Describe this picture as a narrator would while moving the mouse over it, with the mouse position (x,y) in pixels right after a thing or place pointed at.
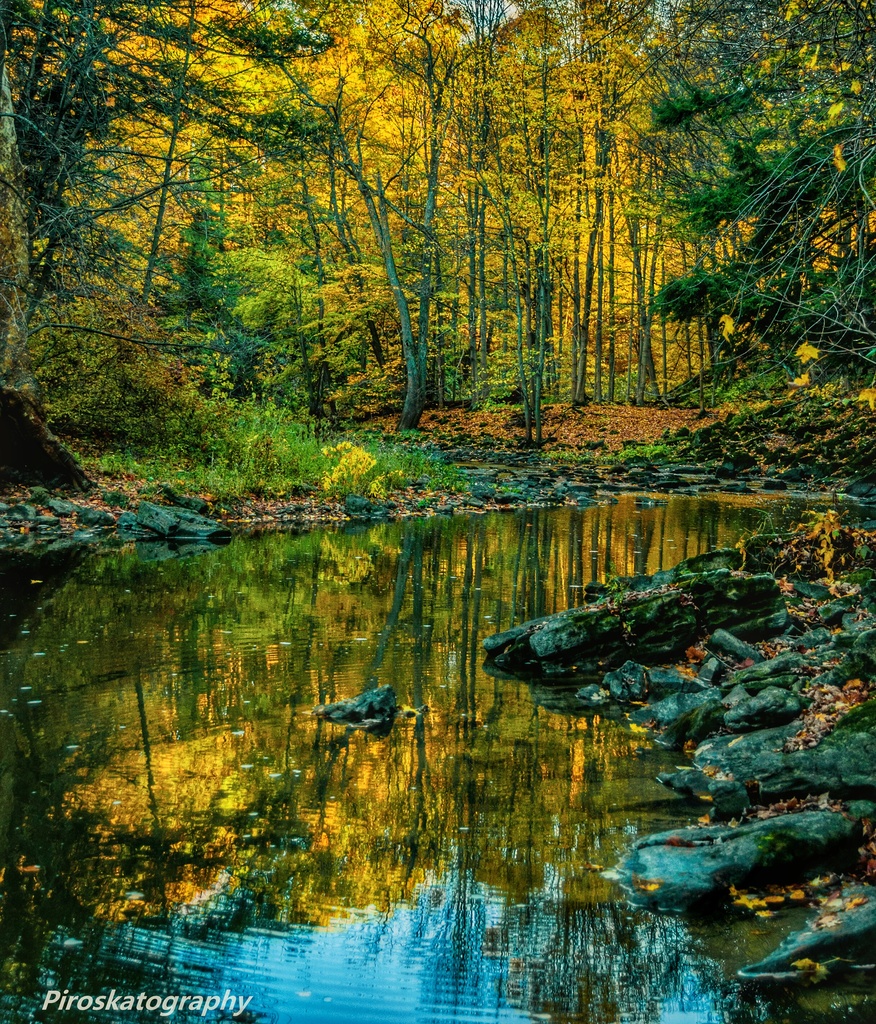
In this image there are trees (50,276), In the middle of the trees (25,457) there is a lake (329,686) and at the bottom of the image (185,1000) there is some text (169,1000).
